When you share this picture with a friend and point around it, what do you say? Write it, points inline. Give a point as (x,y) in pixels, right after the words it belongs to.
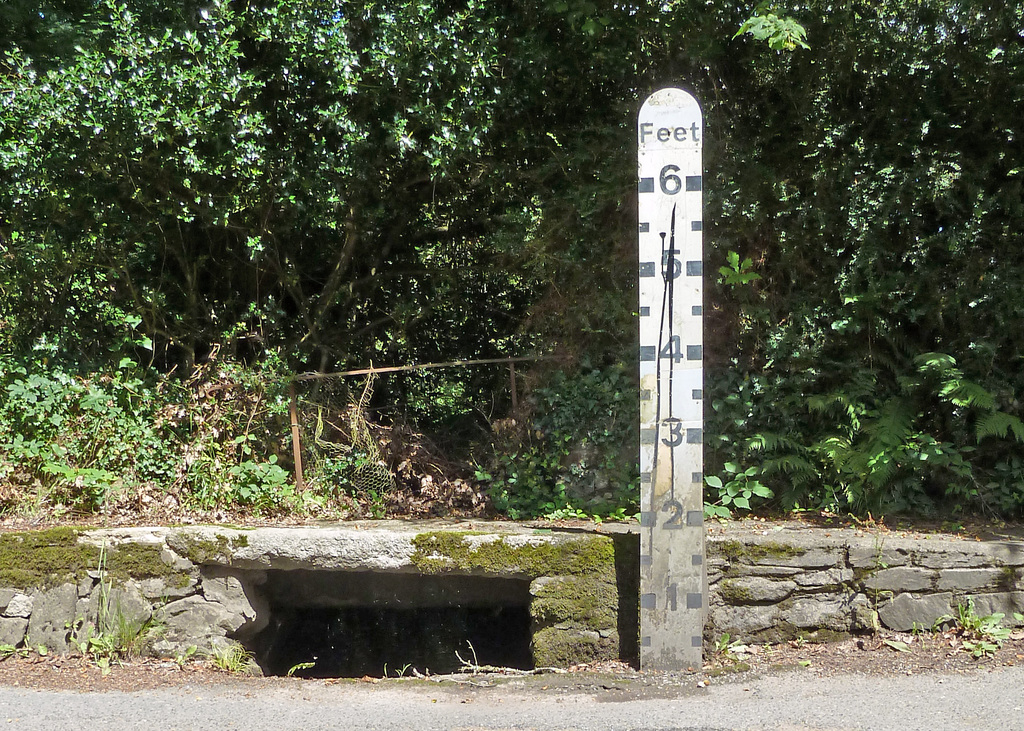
In this image there is a wooden scale (667,492) with length, behind that there is a small bridge (288,561) and so many trees (994,176).
